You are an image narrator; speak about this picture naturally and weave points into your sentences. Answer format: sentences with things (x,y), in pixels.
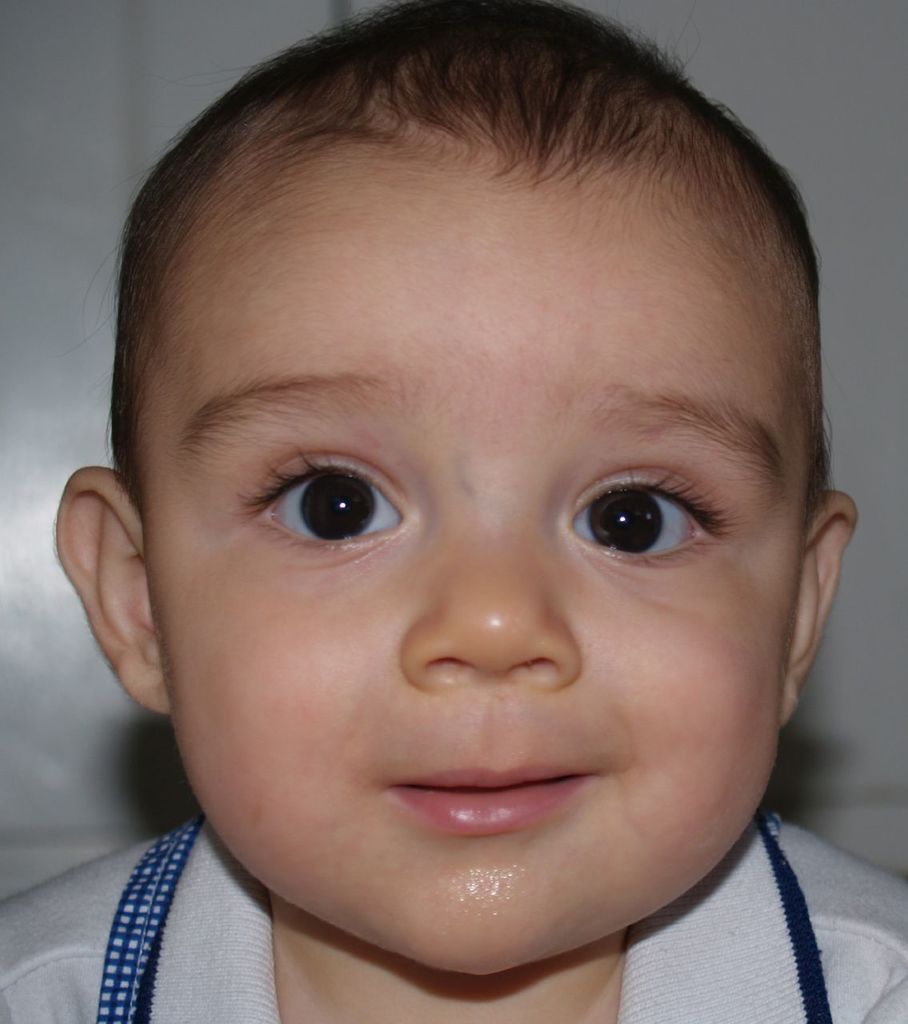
There is a baby (321,370) in white color t-shirt (250,963) smiling. And the background (868,578) is white in color.
